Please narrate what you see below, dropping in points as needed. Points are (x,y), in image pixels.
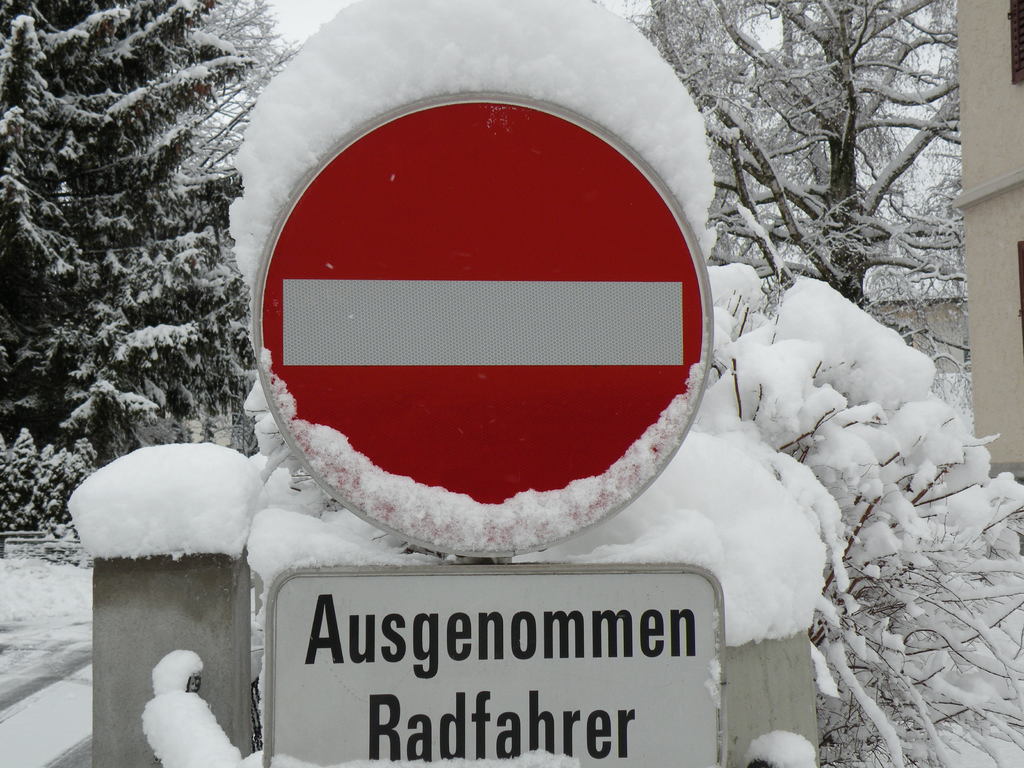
In this image there is a sign board (405,450). Below to it there is a board (516,710) with text (516,628). Behind the board (503,627) there is the snow (763,546). In the background (150,234) there are trees (791,104). There is snow (146,255) on the trees (60,391) and on the ground (69,610). To the right (995,129) there is a wall (998,185).
